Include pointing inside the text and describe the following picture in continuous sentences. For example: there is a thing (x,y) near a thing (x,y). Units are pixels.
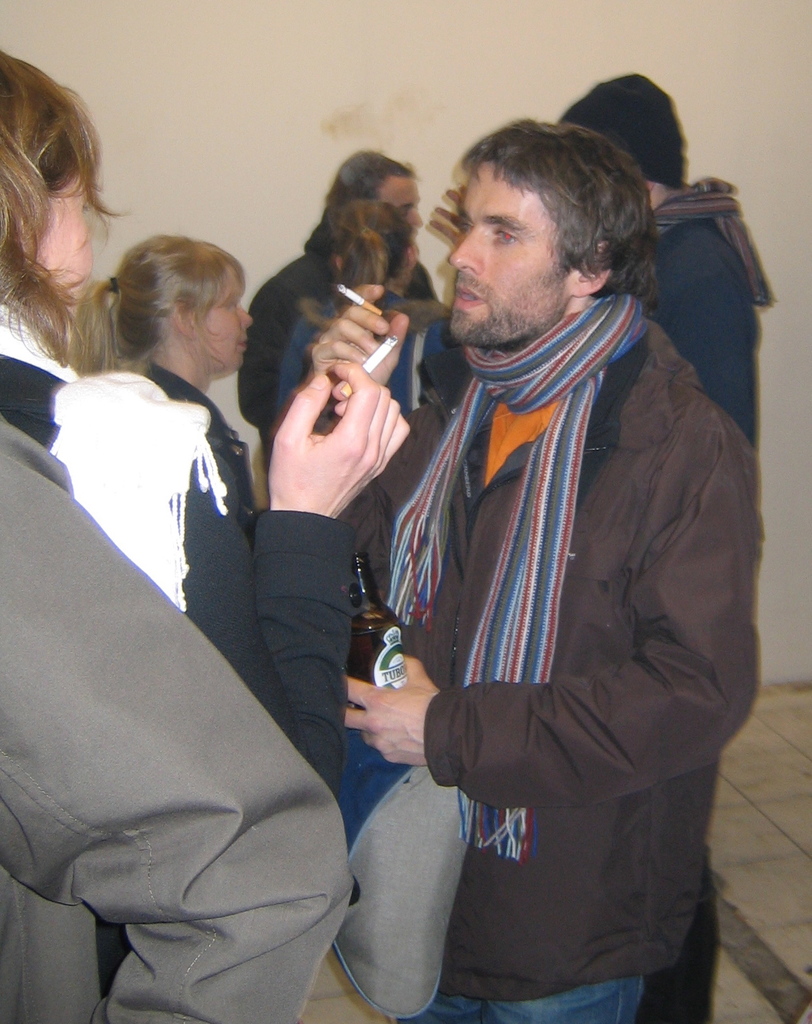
In the image I can see two people (413,527) who are holding the cigarette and among them a person (355,315) is holding the bottle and also I can see some other people (140,605).
